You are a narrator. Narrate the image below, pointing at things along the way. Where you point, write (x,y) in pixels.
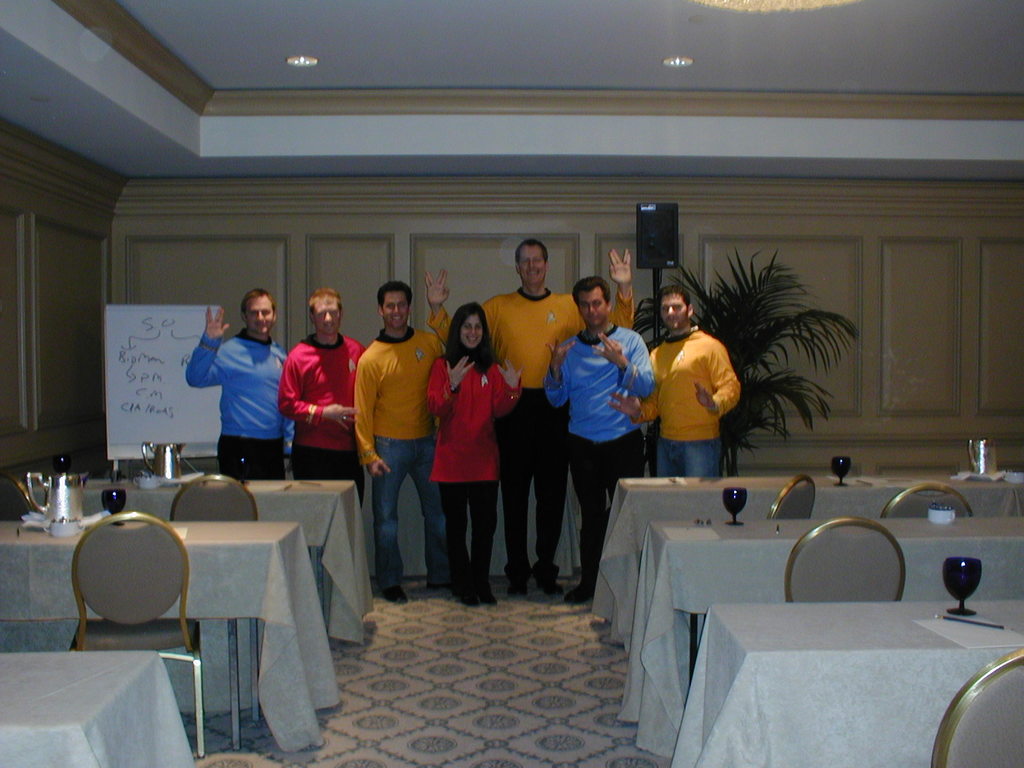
In this image, we can see some chairs (229,504) and tables (201,599). These tables (302,677) contains glasses (844,472) and jugs (990,464). There are some persons (515,334) in the middle of the image (392,421) standing and wearing clothes (608,423). There is a plant (757,362) and speaker (660,258) in front of the wall (859,424). There is a board (145,395) on the left side of the image (127,355). There are lights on the ceiling (666,30) which is at the top of the image (492,26).
